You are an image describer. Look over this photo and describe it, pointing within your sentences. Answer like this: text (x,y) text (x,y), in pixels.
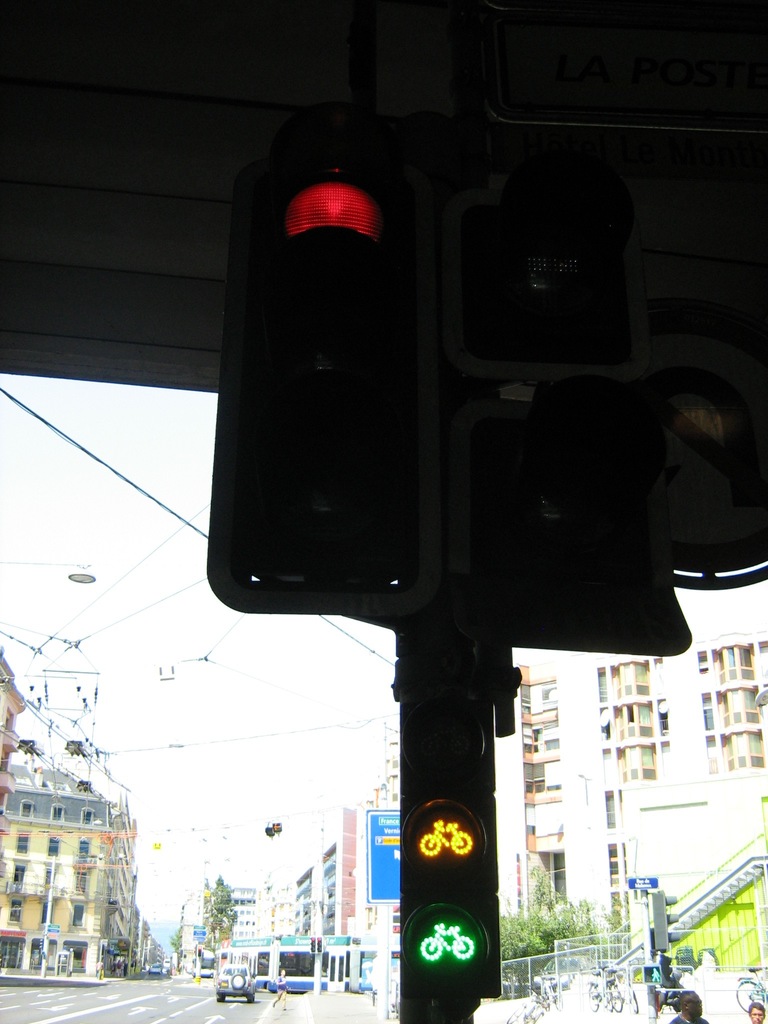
There is a pole (449,641) with traffic signals (361,466). In the back (145,1000) there is a road (147,999). On the road (159,1004) there are vehicles (239,980). Also there are many buildings (612,764), wires (204,743) and sky (241,693) in the background (177,702).
